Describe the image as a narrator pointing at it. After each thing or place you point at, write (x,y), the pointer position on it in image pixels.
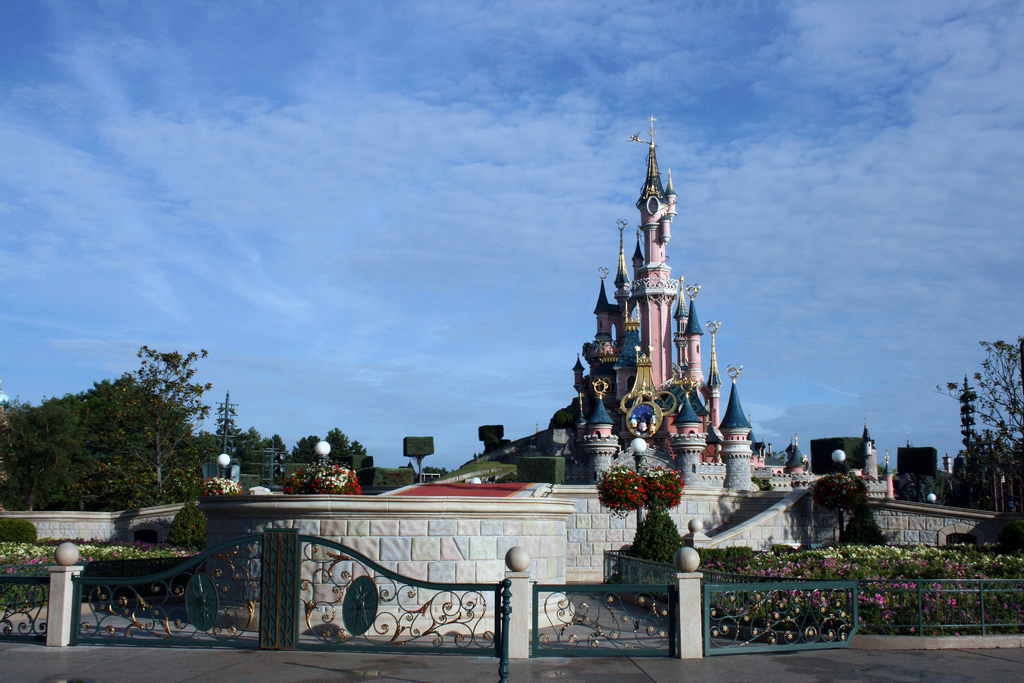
In the picture we can see the railing wall (90,627) and behind it, we can see the Disney land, building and beside it, we can see many trees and in the background (732,290) we can see the sky (494,203) with clouds (961,198).
